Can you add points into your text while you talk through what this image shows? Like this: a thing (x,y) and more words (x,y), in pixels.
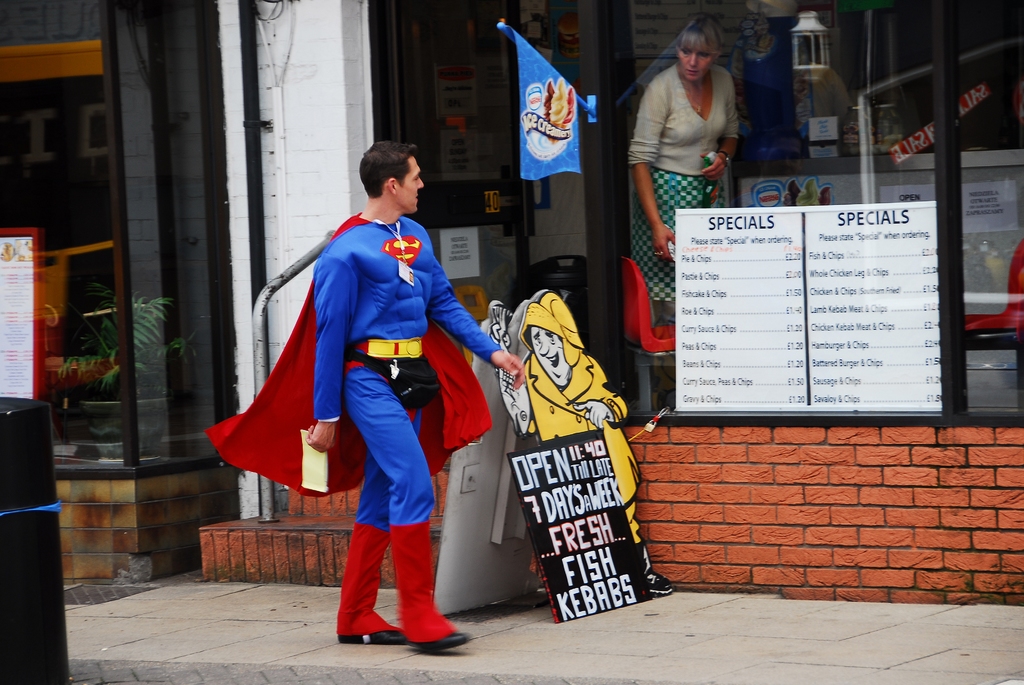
In this image I can see a man (391,179) and a woman (684,72). Man (305,301) is wearing costume of superman (228,460). I can see woman (696,65) is looking at man (405,186). Here I can see list of food menu (839,255).
